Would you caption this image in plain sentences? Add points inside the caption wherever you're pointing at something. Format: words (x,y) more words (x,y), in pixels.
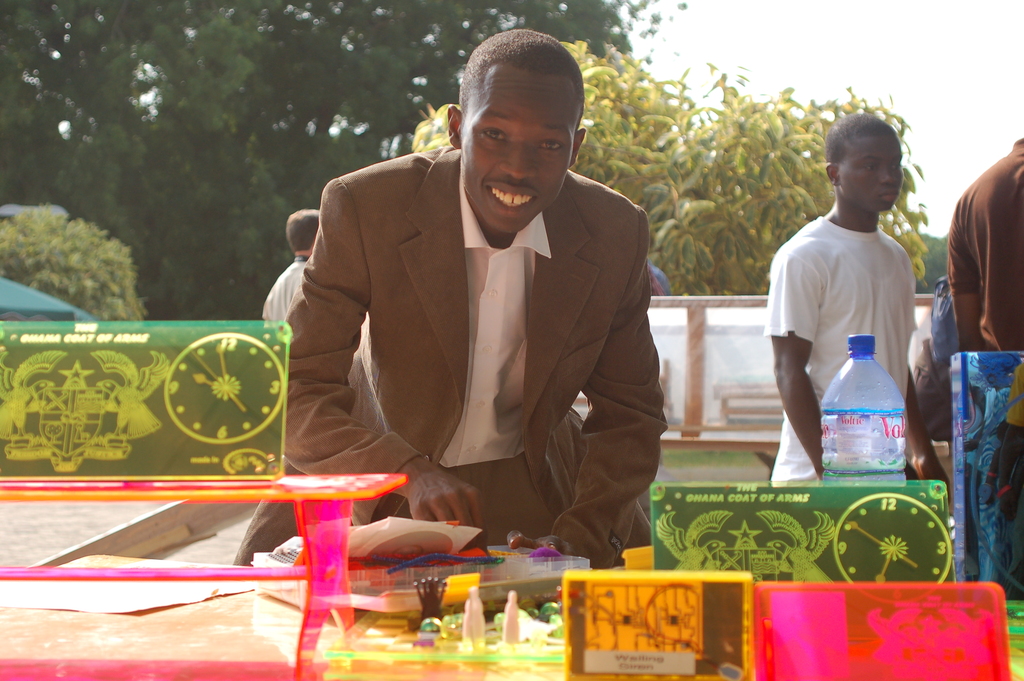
Far there are number of trees (660,205). Front this person (558,273) wore suit (566,247) and smiles. On this table (226,613) there is a bottle (890,465) and things (703,497). Far these persons (830,289) are standing.
